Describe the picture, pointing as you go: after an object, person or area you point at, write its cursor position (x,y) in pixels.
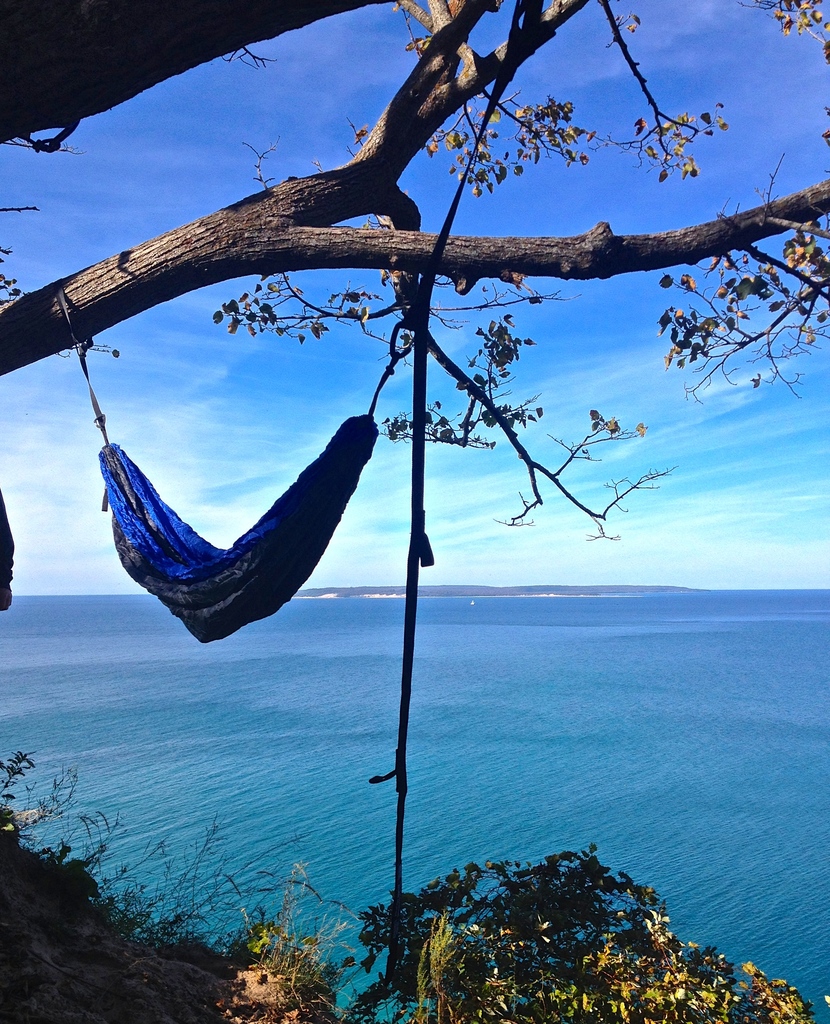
In this image we can see branches (200,35) of a tree (170,11). On the branch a hammock (319,490) is tied. In the back (388,719) there is water (598,600) and sky (387,317) with clouds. At the bottom (446,958) there are plants (446,958).
